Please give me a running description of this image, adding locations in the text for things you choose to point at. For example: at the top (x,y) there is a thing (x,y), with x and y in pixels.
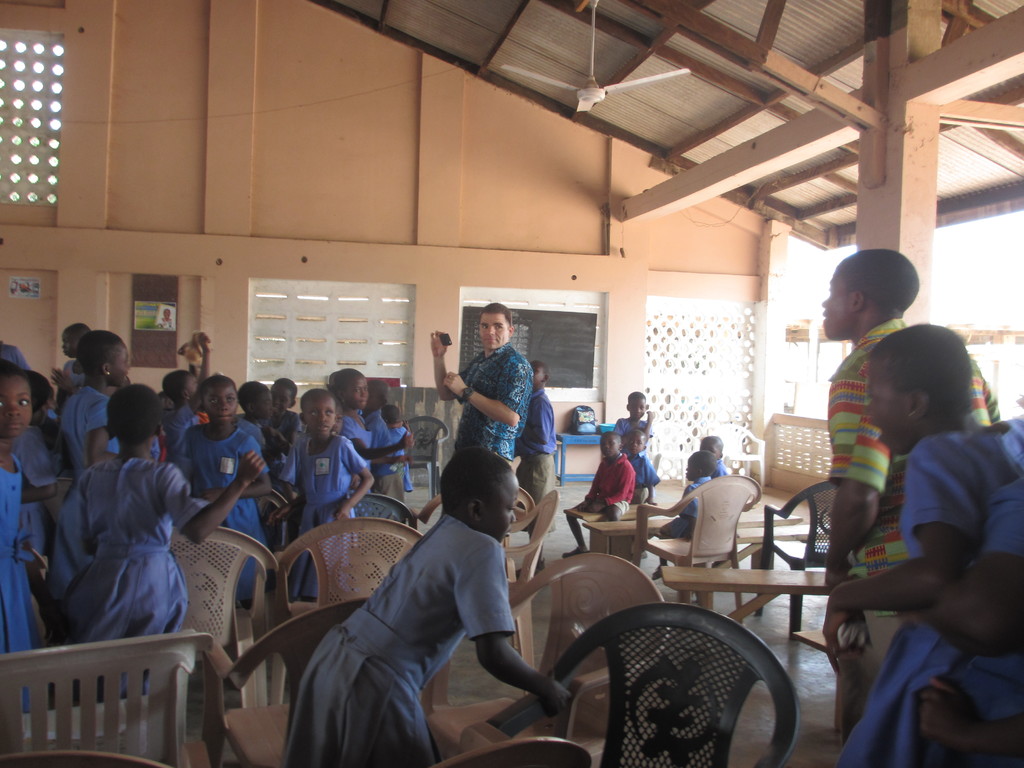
This picture is taken under the shed (719,330), it is filled with children (398,664), men (859,457) and chairs (213,587). Most of the children (607,456) are wearing blue dress (458,544). Towards the right (875,560) there is a man (896,554) and he is wearing a colorful shirt (879,572). In the center (489,442) there is another man (522,413) is wearing a blue shirt (525,406) and holding a mobile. In the top (669,77) there is a fan (594,96) which is in white in color.
